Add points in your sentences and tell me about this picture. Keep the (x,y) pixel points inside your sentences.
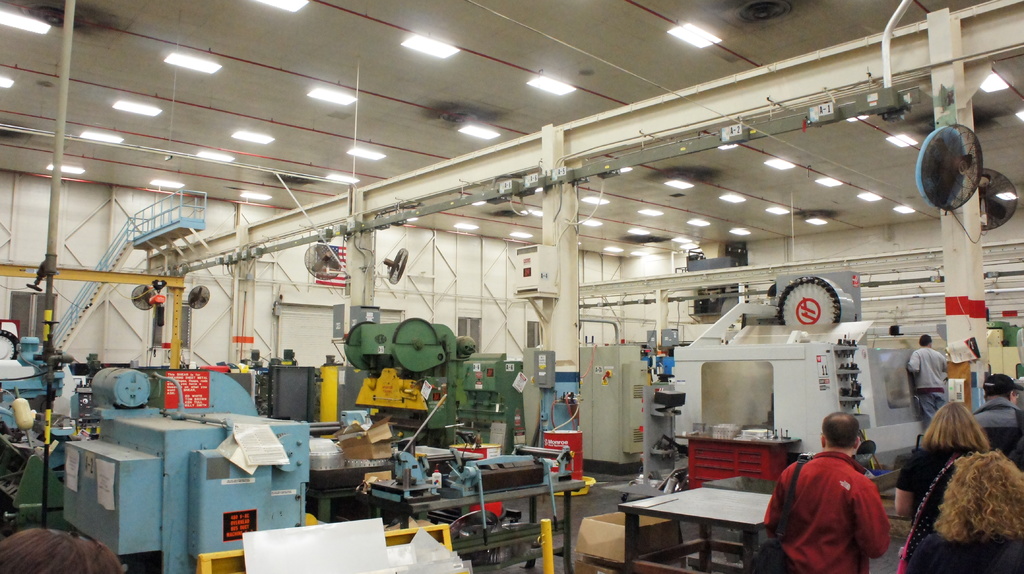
As we can see in the image there is a white color wall (270,286), fans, stairs (84,311) and few electrical equipment (691,388) and some people (932,352) here and there.
